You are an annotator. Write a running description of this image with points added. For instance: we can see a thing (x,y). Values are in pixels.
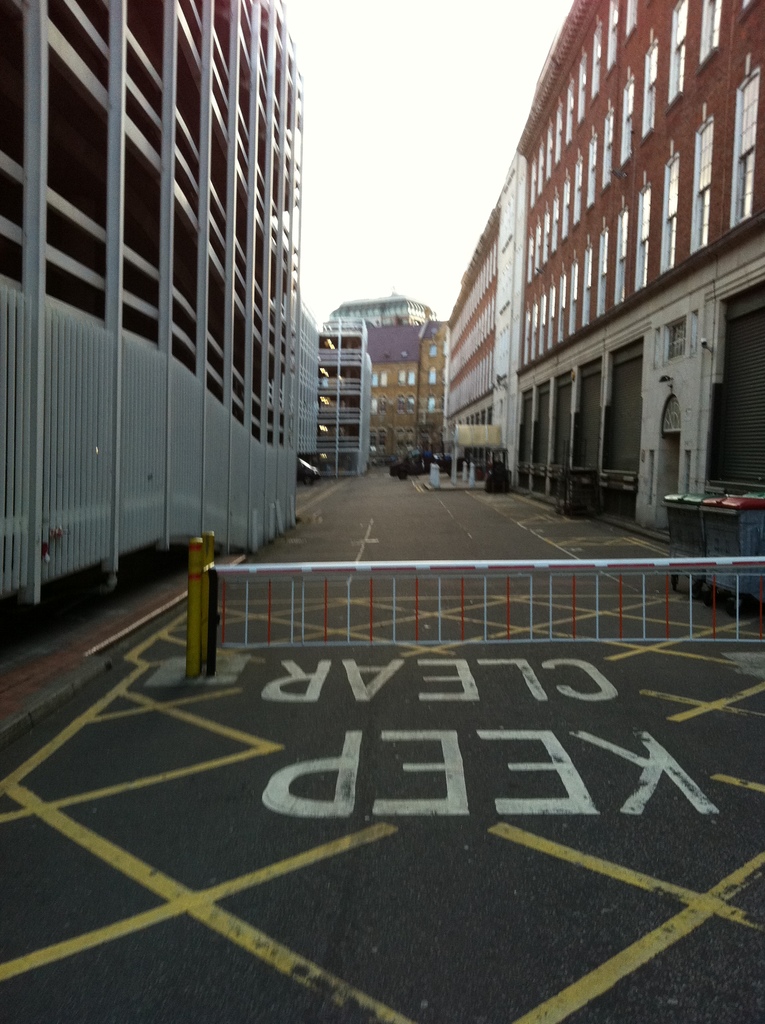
In this image I can see fence (667,606) on the road (555,818), beside that there are some buildings (300,430).
